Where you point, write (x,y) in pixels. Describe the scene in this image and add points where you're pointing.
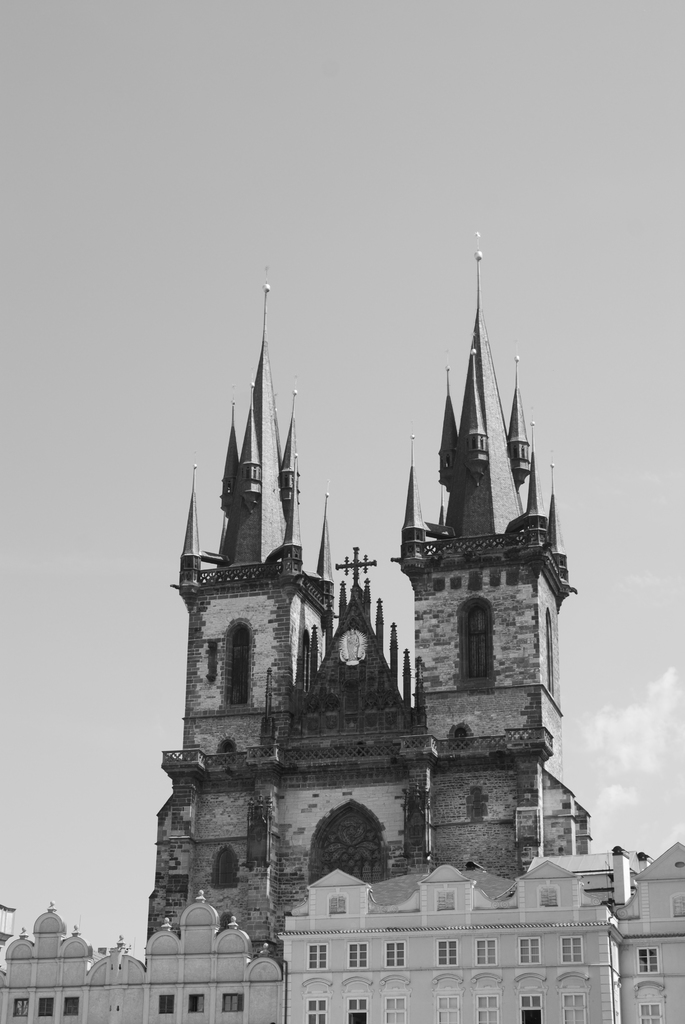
At the bottom of the picture (473,968), there are buildings (399,927) which are in white color. Behind that, we see a church (327,843). At the top of the picture (257,133), we see the sky (361,316) and this picture is clicked in the city (213,699).
